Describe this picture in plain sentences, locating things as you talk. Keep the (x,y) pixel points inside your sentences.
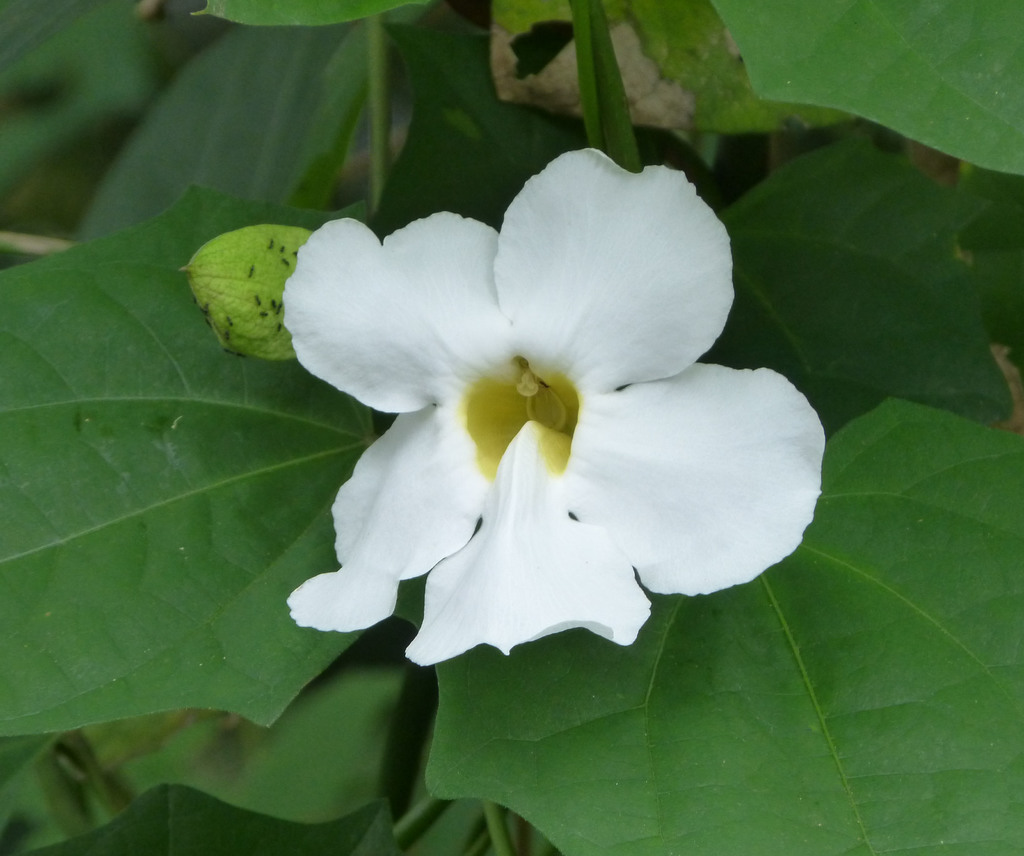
In this image I can see a plant (844,647) along with a white color flower (407,410). I can see the leaves (332,154) in green color.
